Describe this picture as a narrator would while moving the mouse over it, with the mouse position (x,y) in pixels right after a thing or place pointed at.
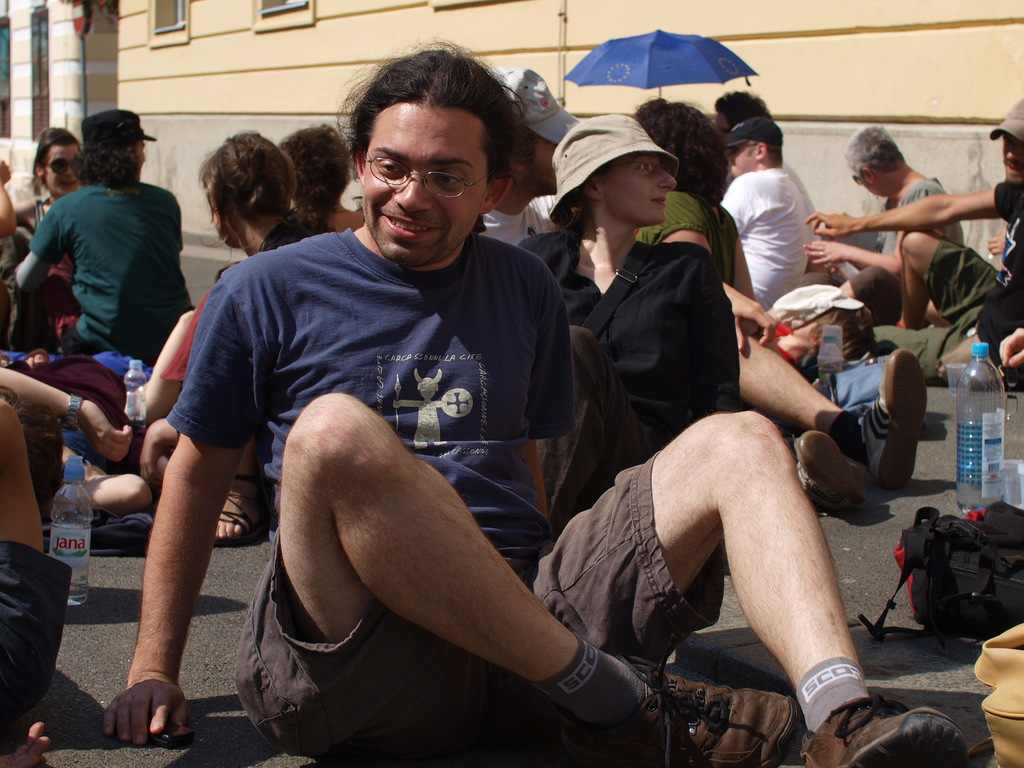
In the image there are many people (337,344) sitting on road (199,656) on a sunny day, in the back (261,88) there are buildings (464,41), the man (479,299) in the front (351,318) wore violet t-shirt (390,393) and brown shorts (691,599).
